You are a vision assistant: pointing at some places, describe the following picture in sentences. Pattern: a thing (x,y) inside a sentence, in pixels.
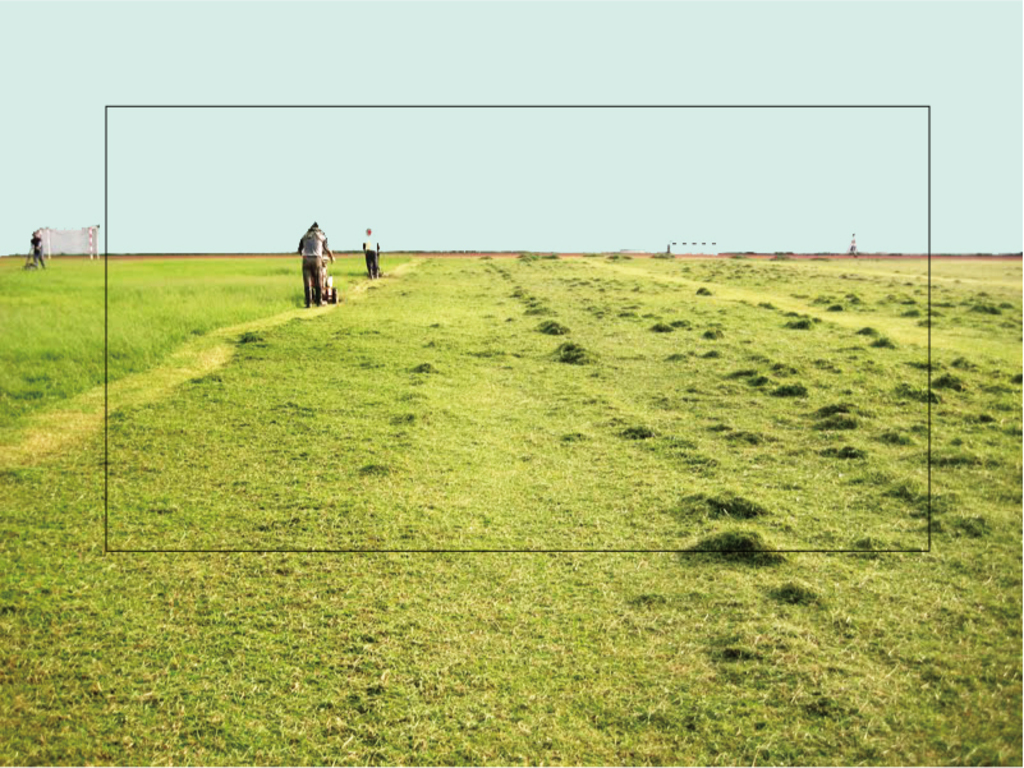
In this image there are three persons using grass cutters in the field (385,583), there is a goal post (68,245), a small pole (670,251) and the sky (318,116).
